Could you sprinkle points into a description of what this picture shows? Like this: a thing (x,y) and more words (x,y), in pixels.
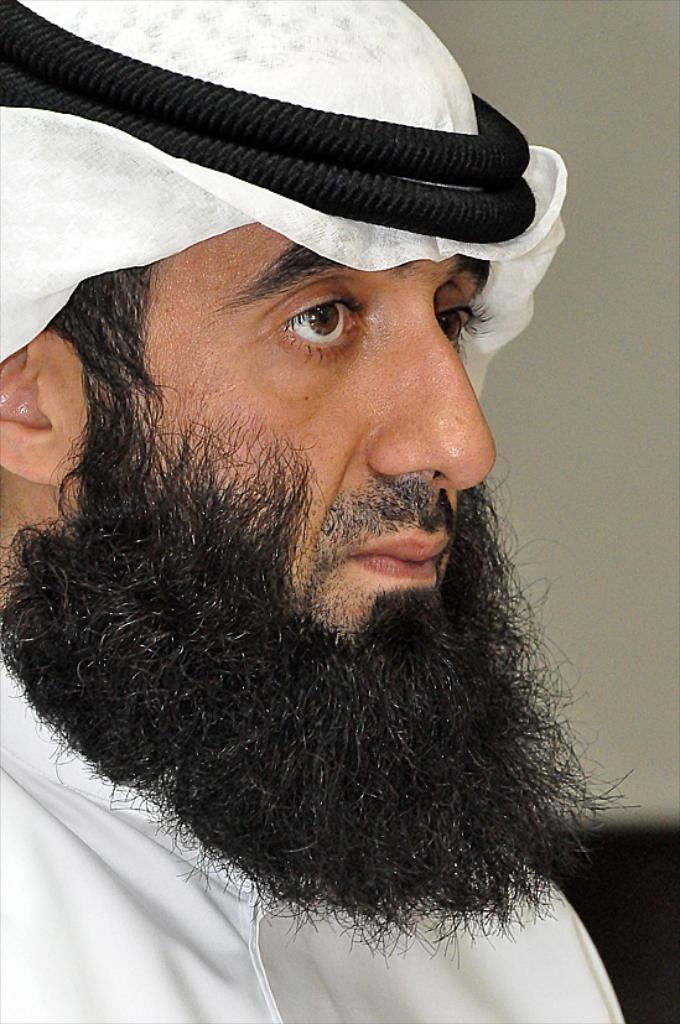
In this image I can see the person (252,579) and the person (250,902) is wearing white color dress (340,950) and I can see the cream color background (496,17).
